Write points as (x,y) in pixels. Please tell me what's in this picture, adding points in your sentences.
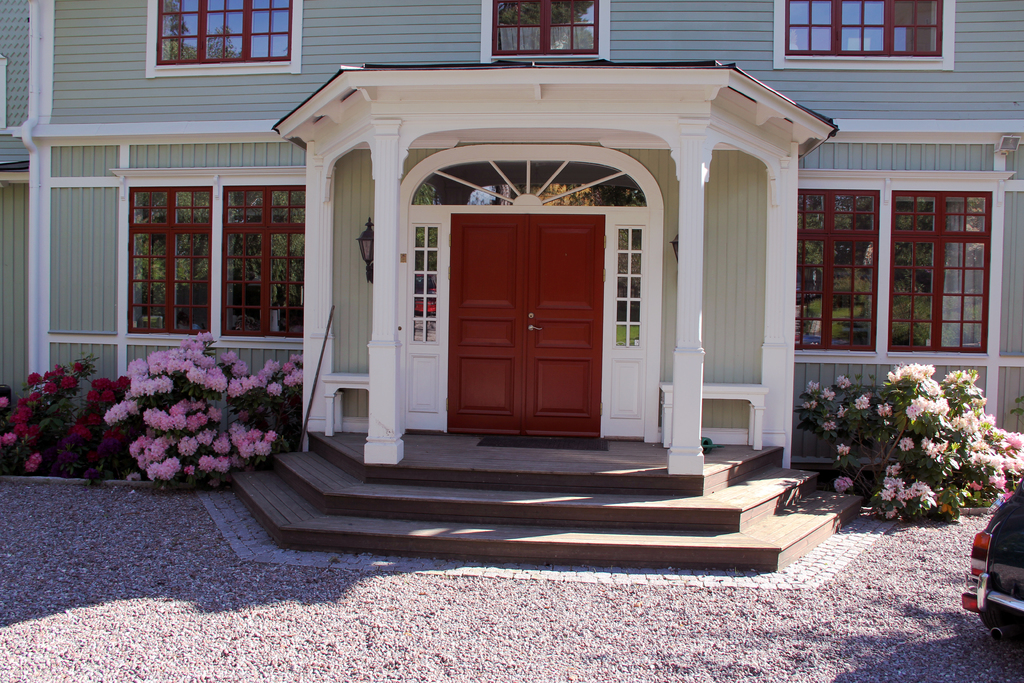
In this picture, we see a building (408,249) in green color. In the middle of the picture (550,334), we see a brown color door (473,314). Beside that, there are windows (231,33). In front of the door (482,411), we see a staircase (511,494) and pillars (326,309). On either side of the picture, we see plants (98,421) which have flowers (95,418). These flowers (134,455) are in red, pink and white color. In the right bottom of the picture (1002,585), we see a black car (1020,502) parked on the road (991,663).
